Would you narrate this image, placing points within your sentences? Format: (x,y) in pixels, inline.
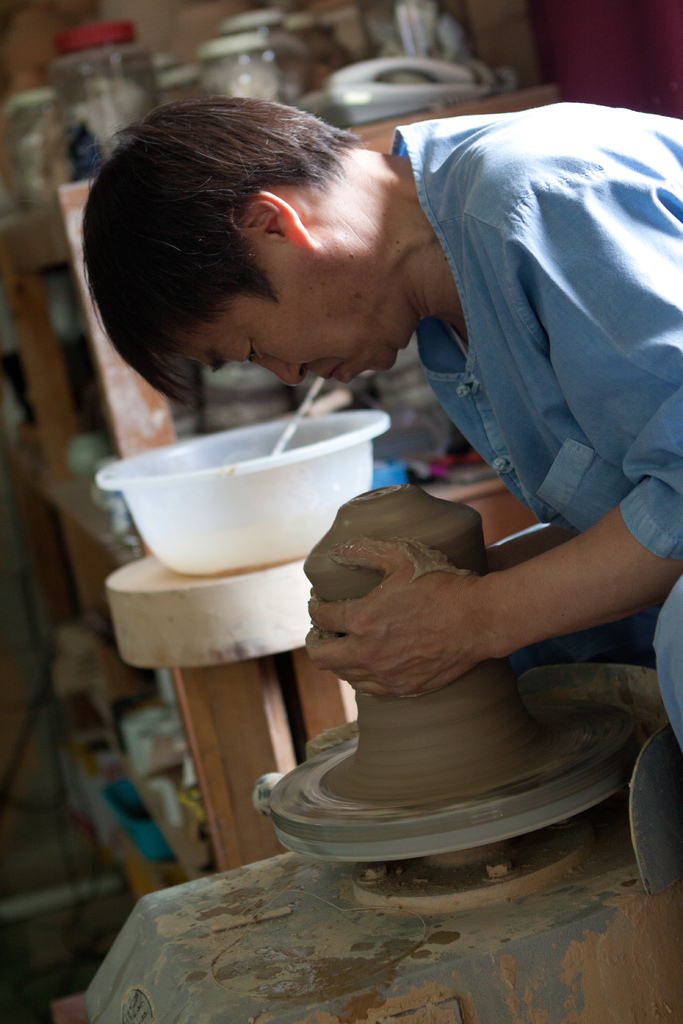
In this image we can see a person (569,438) holding an object (457,746) in his hands (416,632) placed on the surface (575,943). In the center of the image (288,487) we can see a container (299,455) and a stick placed on a table (216,641). In the background (32,115), we can see a telephone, group of jars (270,69) and some objects (441,41) placed on racks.
